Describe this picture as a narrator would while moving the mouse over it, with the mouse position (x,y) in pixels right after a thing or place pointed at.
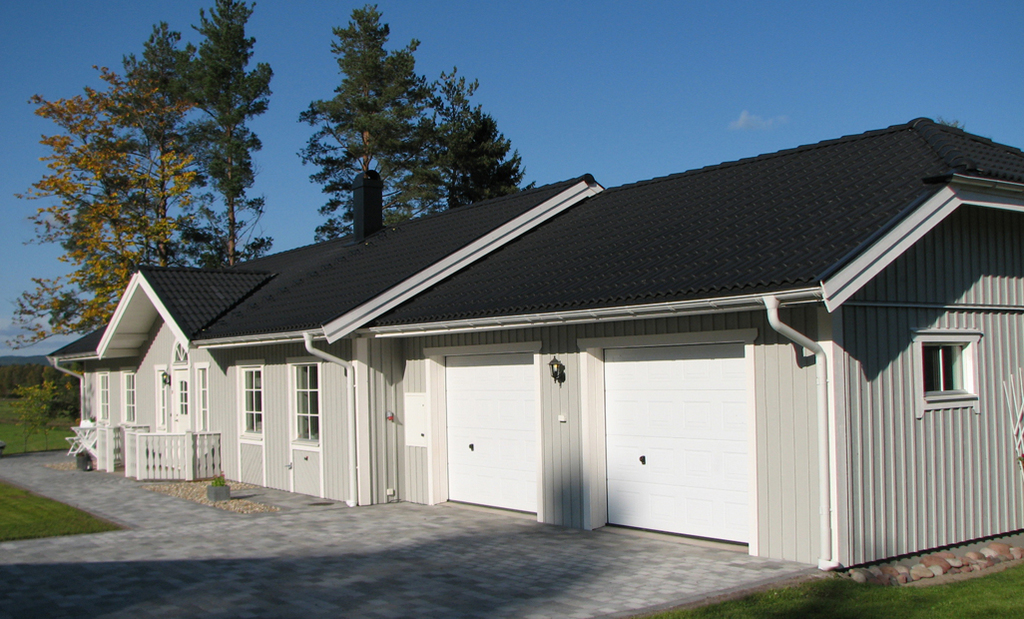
In this image, we can see a house (281,306) and in the background (309,153), there are trees (166,166).
